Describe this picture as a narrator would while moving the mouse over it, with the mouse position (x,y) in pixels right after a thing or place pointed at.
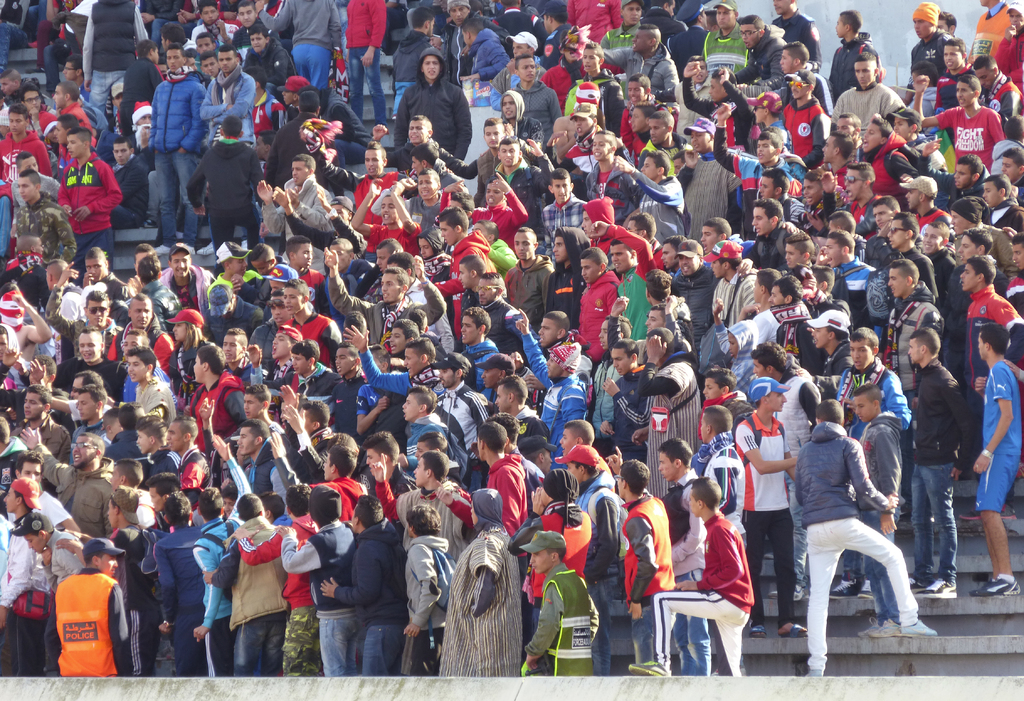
In this image there are group of persons (416,372) standing and sitting. In the background (864,14) there is a wall (881,15).
